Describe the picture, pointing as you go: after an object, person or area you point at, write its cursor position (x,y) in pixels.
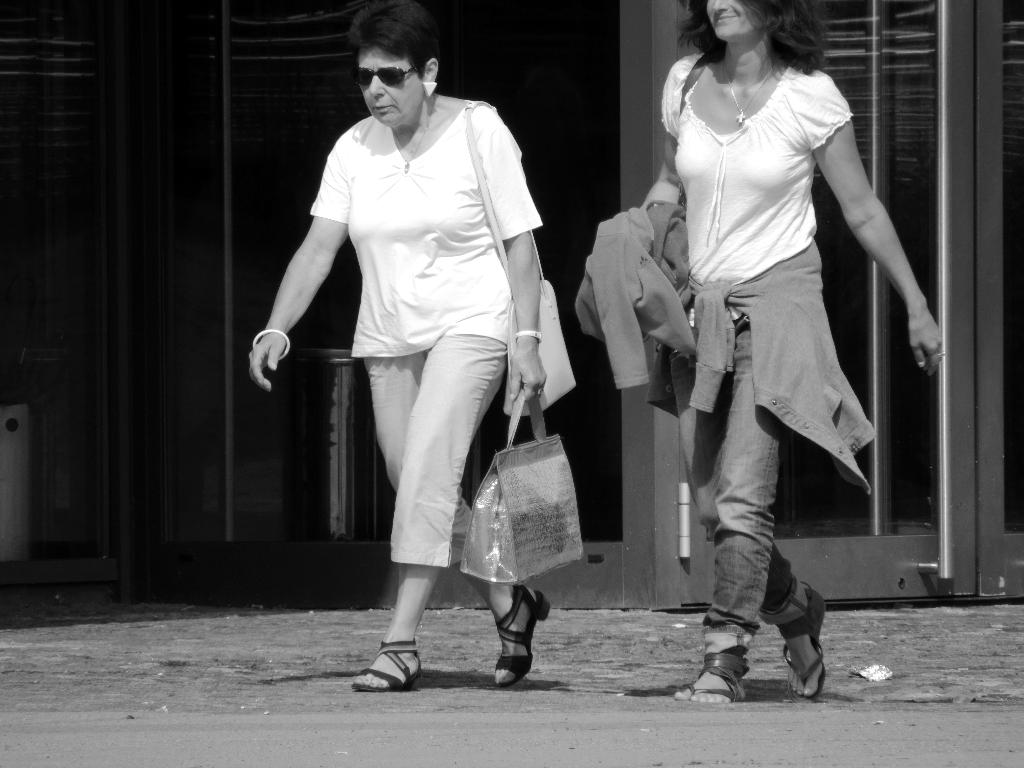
In this image I can see two women (814,137) are walking. I can also see one of them is holding a bag (496,473) and I can see she is wearing a shades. I can see the second woman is holding a jacket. In the background (938,65) I can see few doors (952,231) and a container like thing (310,415). On the right side of the image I can see an iron bar (949,30) on the door (904,424) and on the left side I can see an object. I can also see this image is black and white in colour.
